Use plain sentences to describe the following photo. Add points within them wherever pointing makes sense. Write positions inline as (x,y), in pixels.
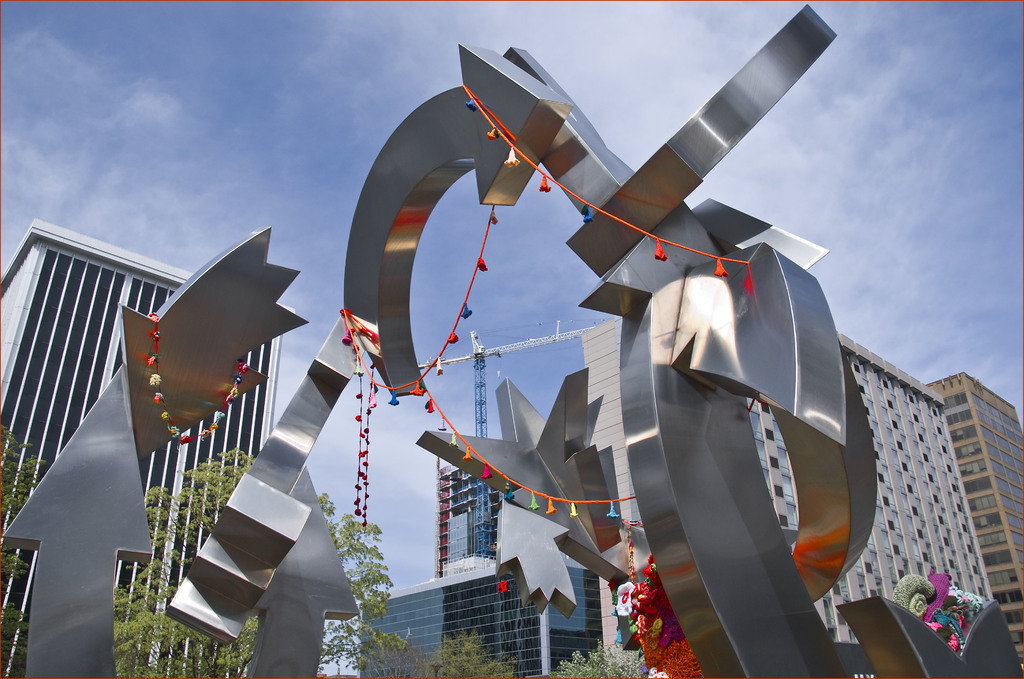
In the foreground of the image (216,379) there is a design structure (541,437). In the background of the image (889,405) there are buildings (889,405). There are trees (378,598). At the top of the image (223,33) there is sky (250,67).
